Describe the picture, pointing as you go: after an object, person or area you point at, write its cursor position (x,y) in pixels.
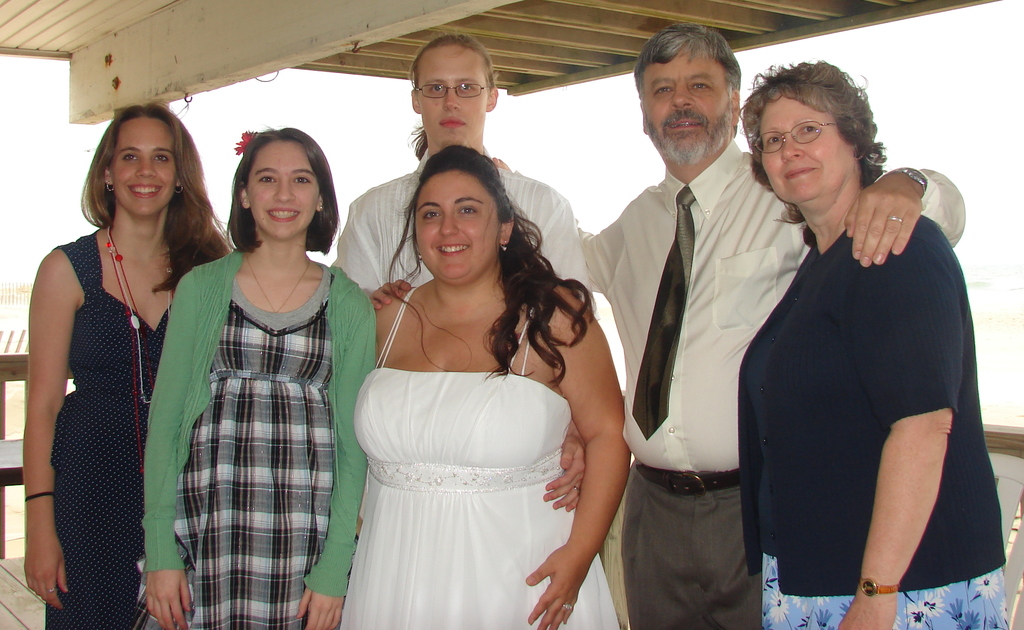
In this image there are four women (269,453) and two men (637,215) posing to a photograph.
